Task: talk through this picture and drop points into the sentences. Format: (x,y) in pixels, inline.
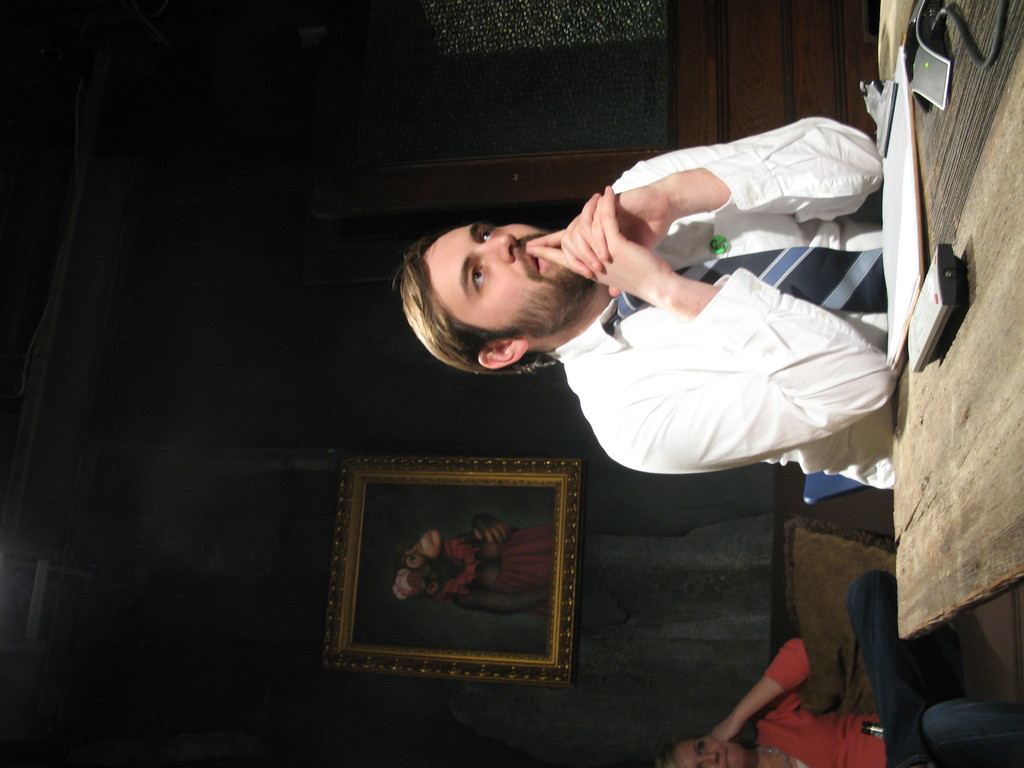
In this image we can see a man (746,457) sitting on the chair (825,475) and a table (983,517) is placed in front of him. On the table (926,178) there are blank (890,218), paper (897,192), cable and a remote (950,288). In the background (892,699) we can see a woman (878,683) sitting on the chair (862,706) and a wall hanging (338,535) attached to the wall (348,377).
